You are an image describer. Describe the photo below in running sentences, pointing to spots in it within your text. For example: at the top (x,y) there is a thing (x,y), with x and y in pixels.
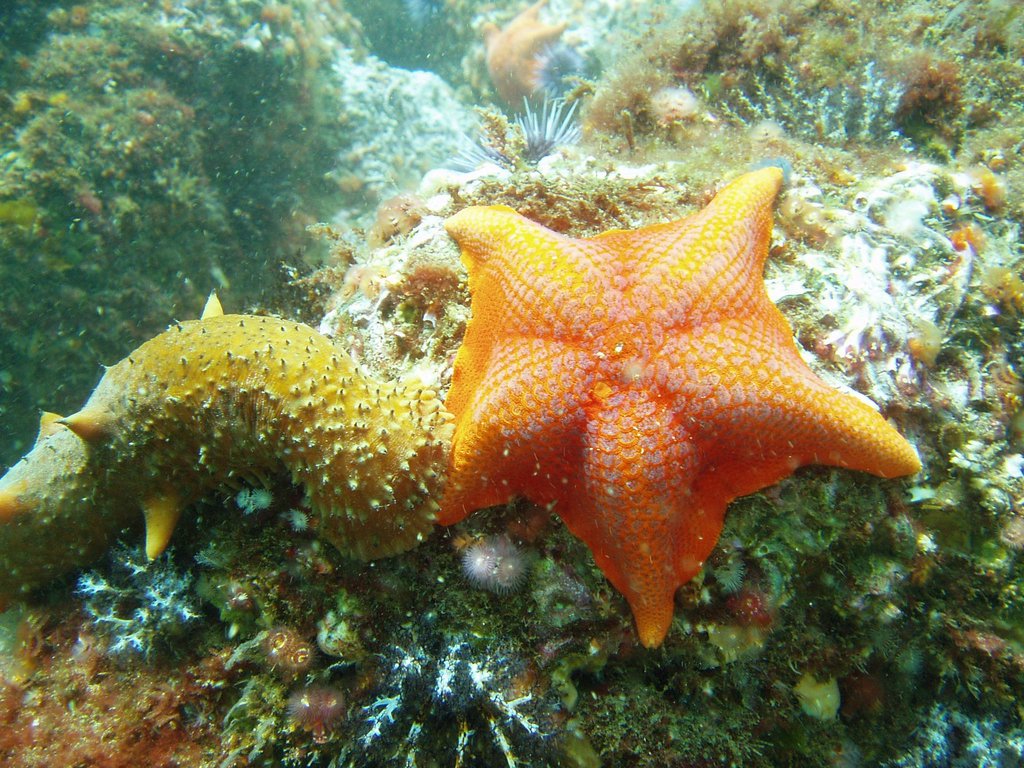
In this picture we can see a starfish (542,389) in the water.
